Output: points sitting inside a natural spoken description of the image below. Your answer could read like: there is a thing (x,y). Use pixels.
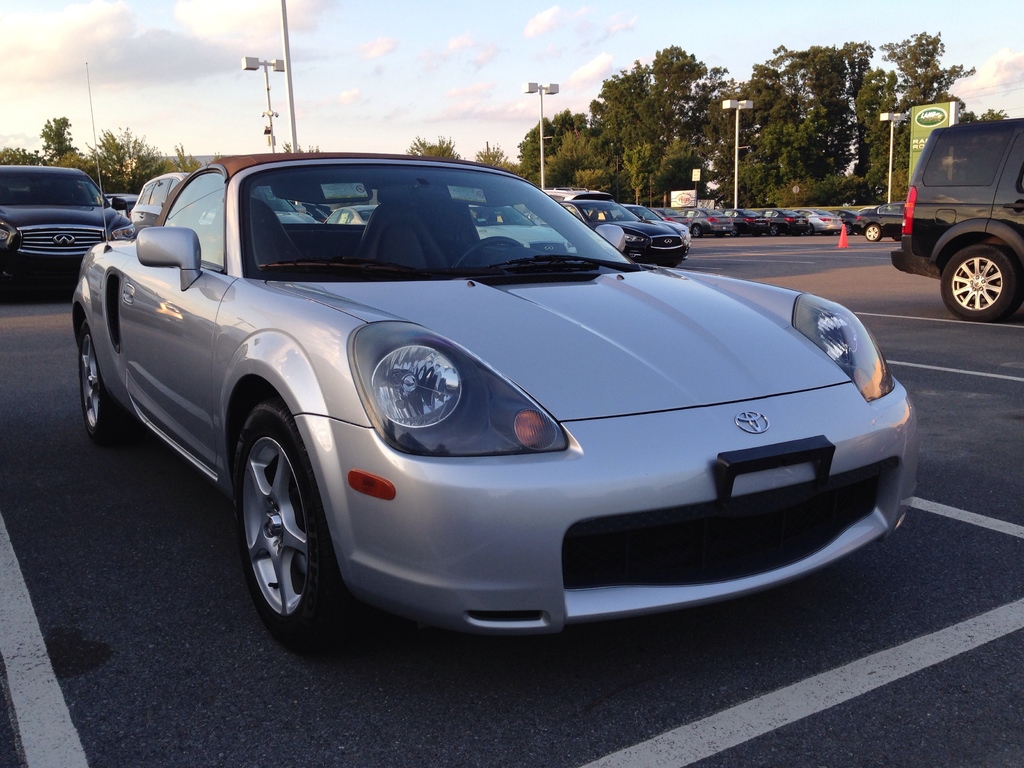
In this image I can see few vehicles (255,353) on the road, in front (688,360) I can see the car (700,383) in silver color, at the back (683,125) I can see trees (764,130) in green color, four light poles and sky (386,81) in blue and white color.
